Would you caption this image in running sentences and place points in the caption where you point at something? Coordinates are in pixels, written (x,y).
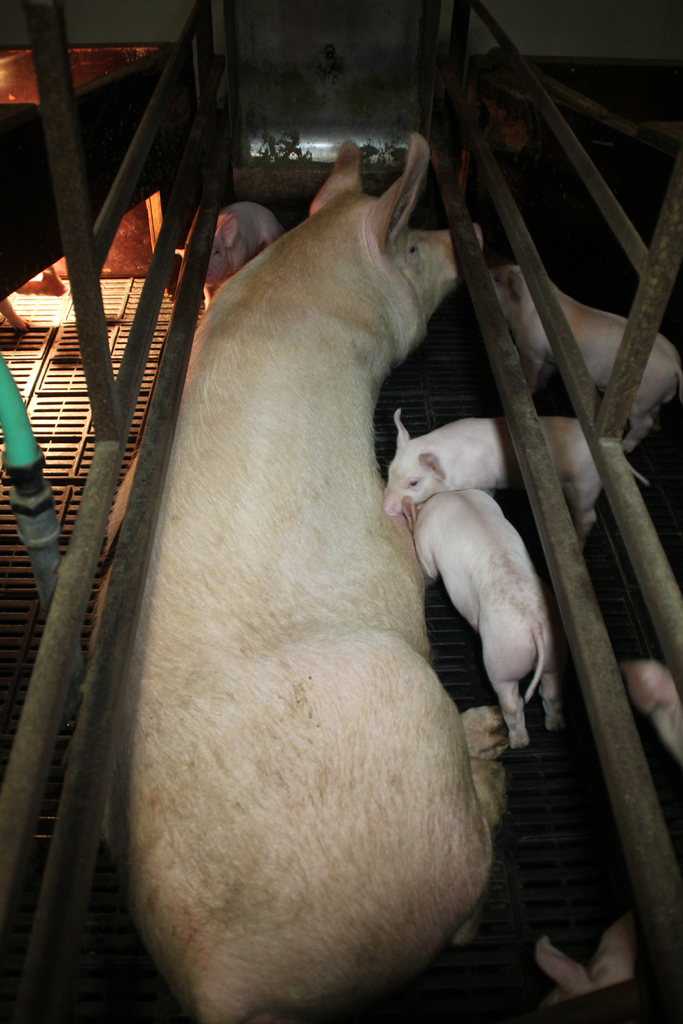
In this picture I can see some small pigs (483,475) and big pig (336,317). Beside that I can see the pipes (659,264) and fencing (658,840). At the top (537,53) there is a door (417,13) and wall (499,21).
